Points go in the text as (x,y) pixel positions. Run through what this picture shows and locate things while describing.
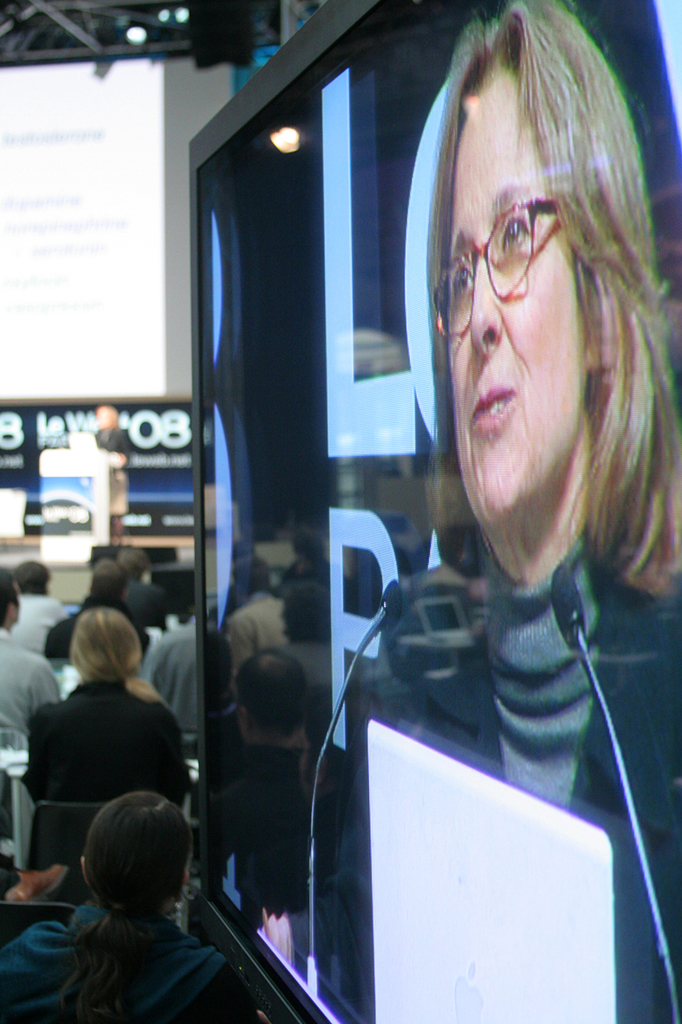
In this picture we can see some people (126,784) sitting on chairs (62,858), on the right side (630,615) there is a screen (626,615), we can see a woman (507,608) in the screen (495,527), in the background (119,480) we can see a person (119,465) standing in front of a podium (97,455), we can see a light (135,34) here, there is a screen (119,251) here.
